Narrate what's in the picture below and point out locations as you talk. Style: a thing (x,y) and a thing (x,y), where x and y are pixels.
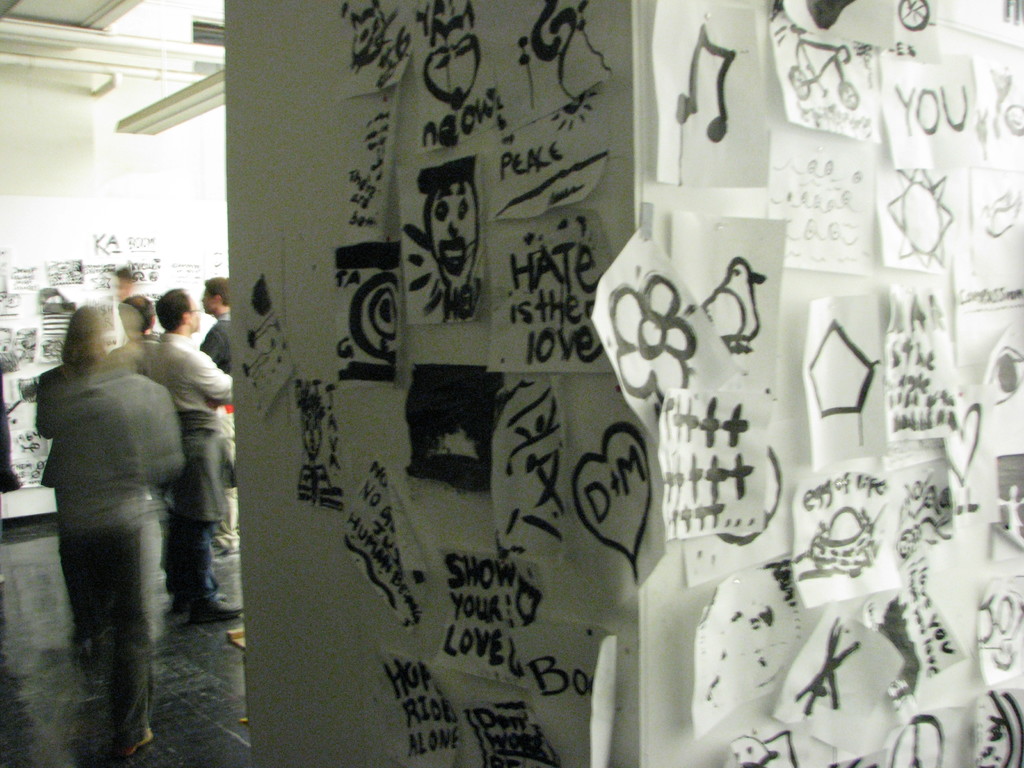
In this image we can see pictures (489,327) pasted on the wall (257,475) and persons (179,437) standing on the floor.
